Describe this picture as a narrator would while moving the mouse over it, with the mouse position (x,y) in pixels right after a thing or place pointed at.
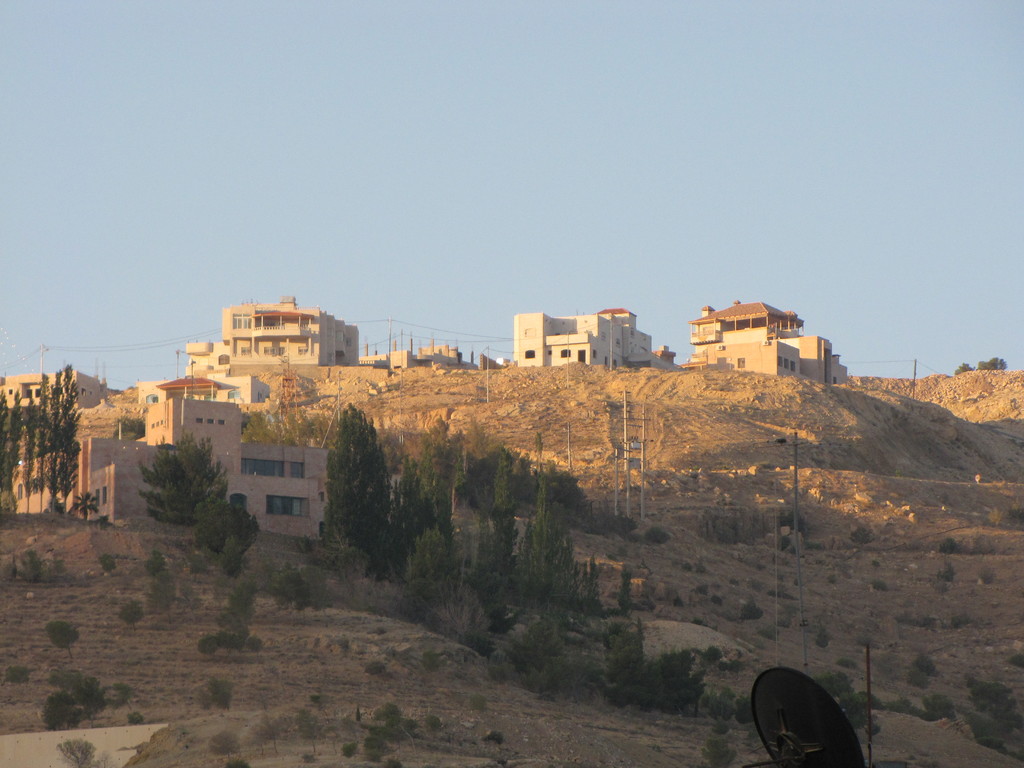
In this image we can see houses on the hills (885,582), current poles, trees (528,562), wires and the sky (570,235) in the background (506,264).
